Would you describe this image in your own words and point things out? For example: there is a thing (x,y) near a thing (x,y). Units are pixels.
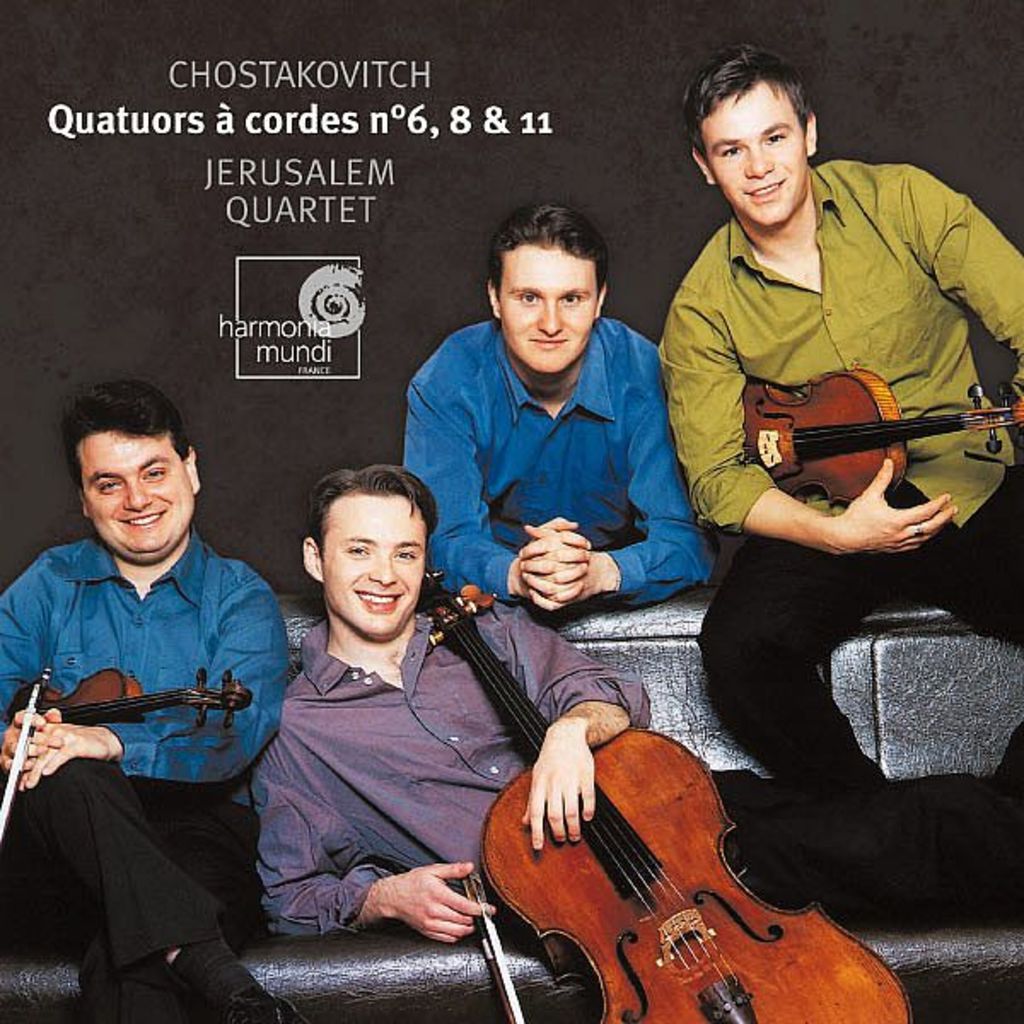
In this image, there are four persons (556,386) sitting on the bench (624,660) and three of them holding string instruments (684,809) in their hands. In the background (584,188), there is a wall (552,185) and the logo of Harmonia Mundi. And all are looking happy. This image is taken inside a hall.
